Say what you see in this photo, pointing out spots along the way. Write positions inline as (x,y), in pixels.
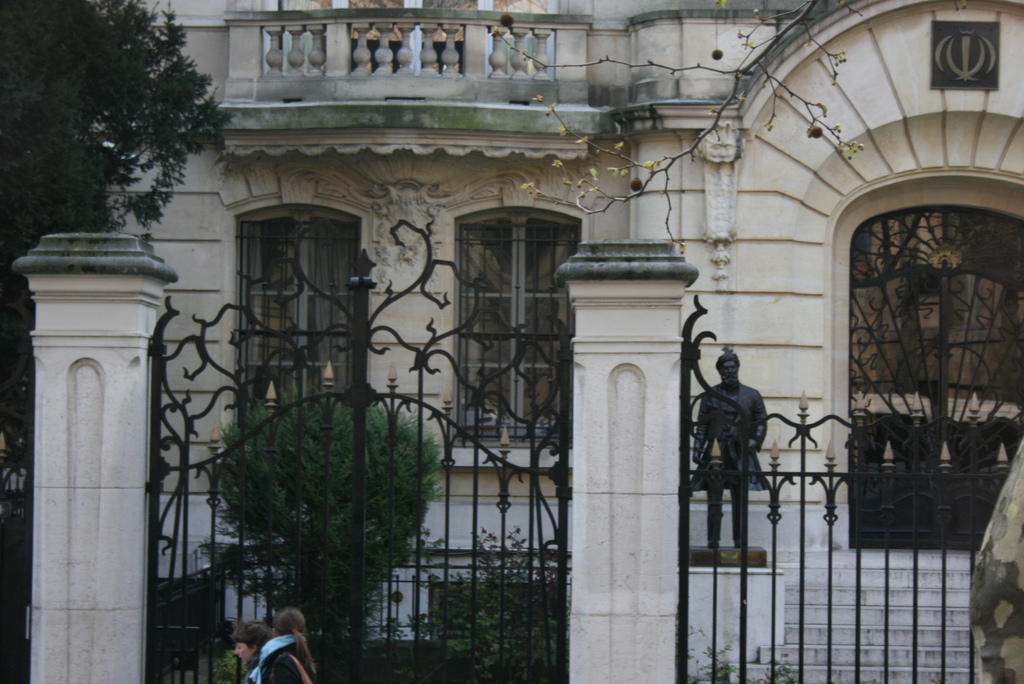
In this picture we can see two people (293,632), gates (562,535), pillars (575,616), plants (379,636), trees (373,549), statue (728,426), steps (908,660) and some objects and in the background (365,93) we can see a building (620,180) with windows (525,259).
